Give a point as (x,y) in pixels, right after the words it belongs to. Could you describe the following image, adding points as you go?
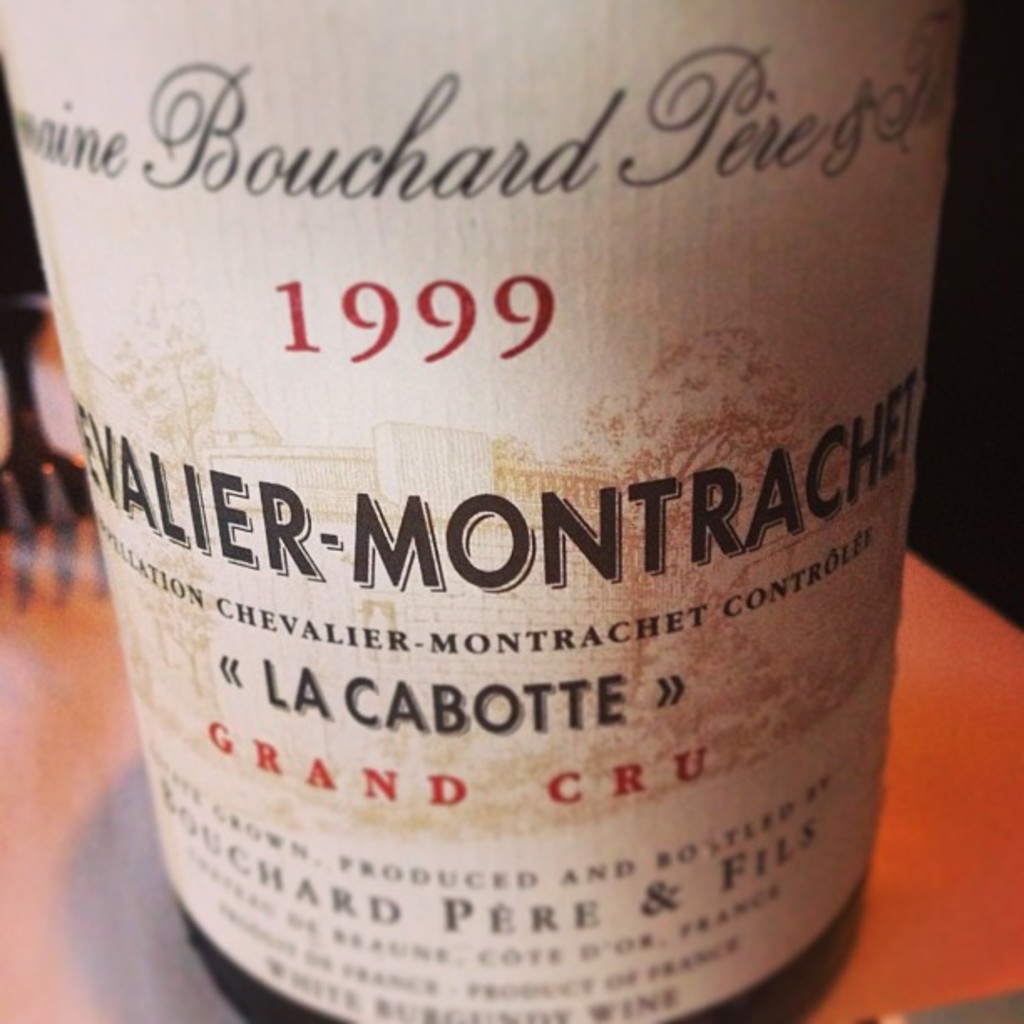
In the picture I can see a bottle (529,508) on a surface (38,995). On this bottle label (571,509) I can see something written on it.
